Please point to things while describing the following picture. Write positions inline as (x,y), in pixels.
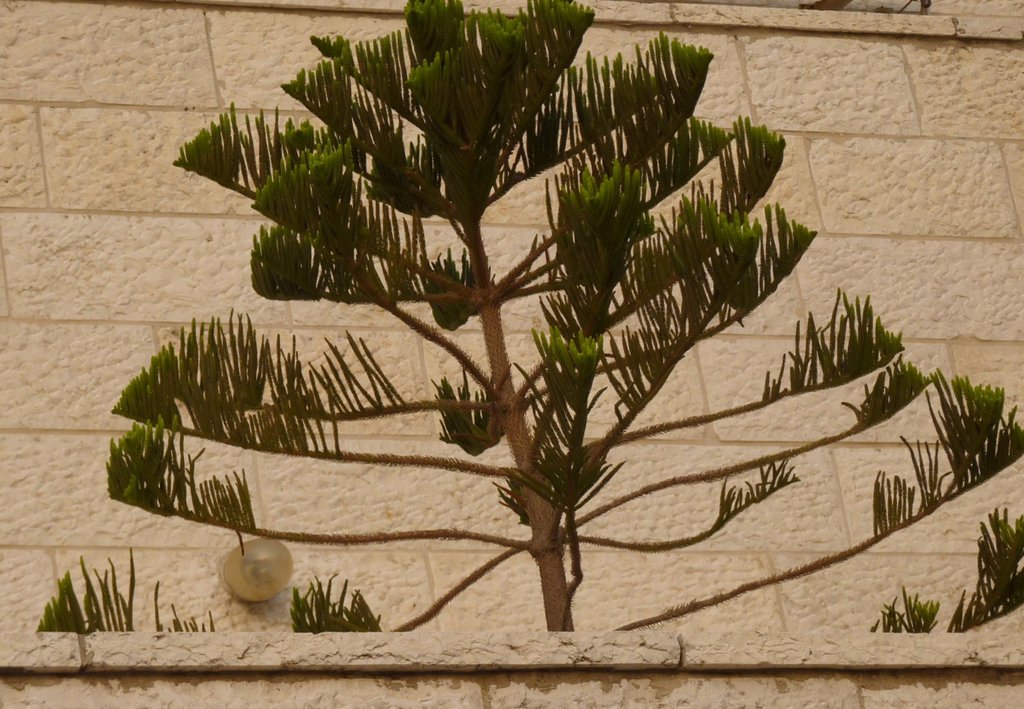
In this image we can see the plant (452,114). In the background (105,349) we can see the wall (880,252) and there is a light (258,573) attached to the wall (194,584).
